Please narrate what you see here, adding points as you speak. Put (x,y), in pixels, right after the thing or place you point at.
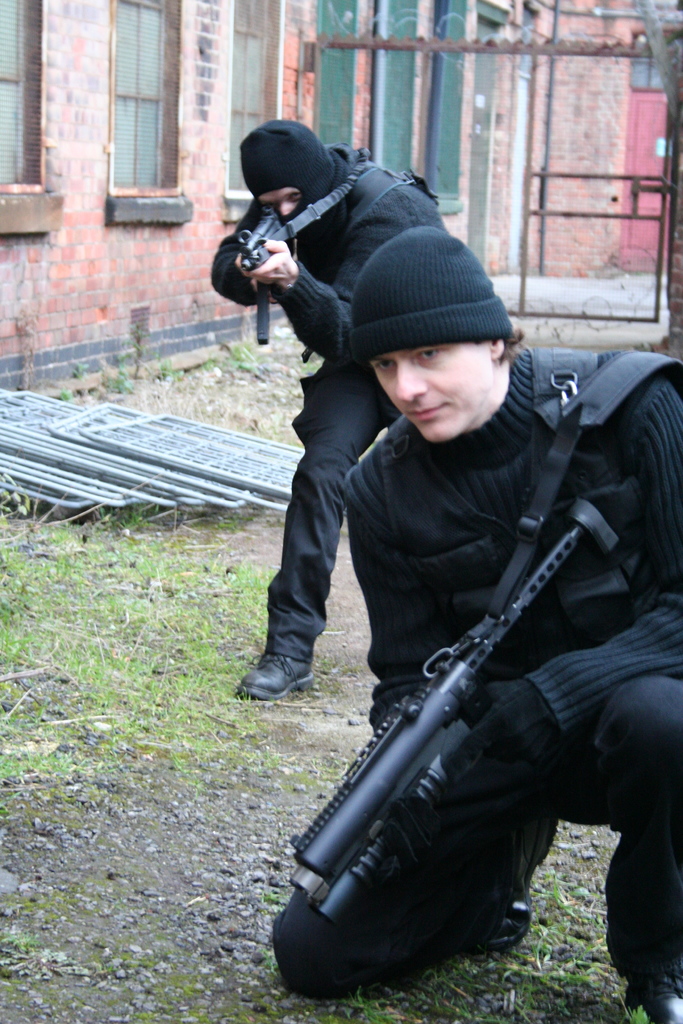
In the foreground of the picture (368,426) we can see people (443,519) holding guns (365,762) and there are some iron frames (106,458), grass (105,672), soil (187,879) and stones (231,826). In the background (41,99) we can see buildings (291,65), windows (388,65), fencing (567,175), door (637,159) and other objects (621,9).
